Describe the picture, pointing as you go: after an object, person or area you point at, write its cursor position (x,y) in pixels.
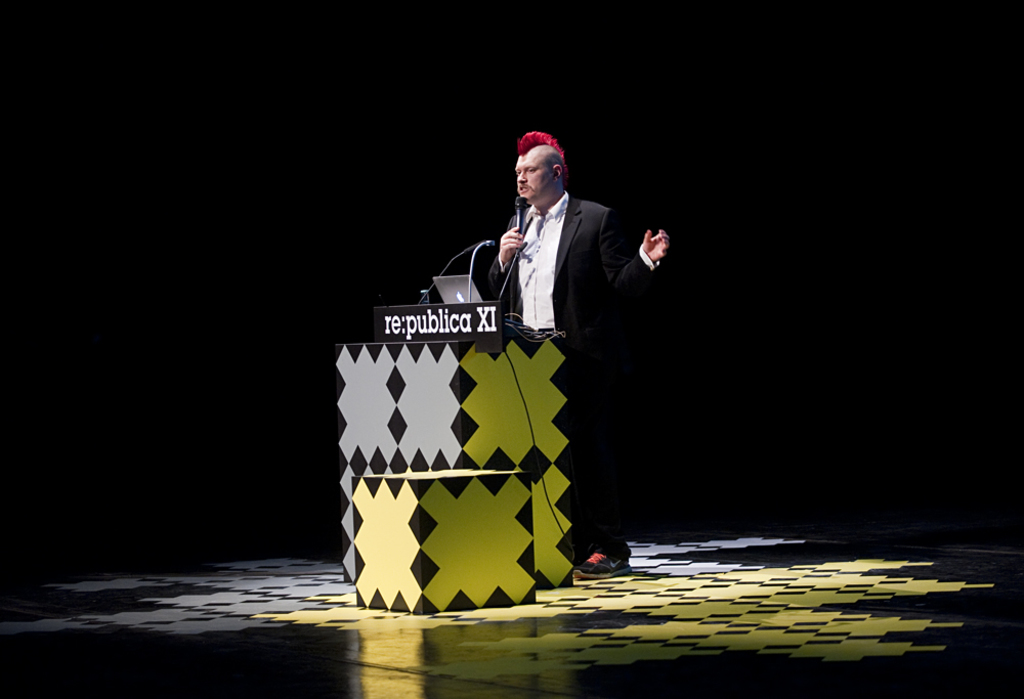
In this image we can see a man (561,183) is standing, near the podium (460,483), and holding a microphone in the hand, he is wearing a suit (562,284), in front there is a laptop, the background (44,165) is dark.
